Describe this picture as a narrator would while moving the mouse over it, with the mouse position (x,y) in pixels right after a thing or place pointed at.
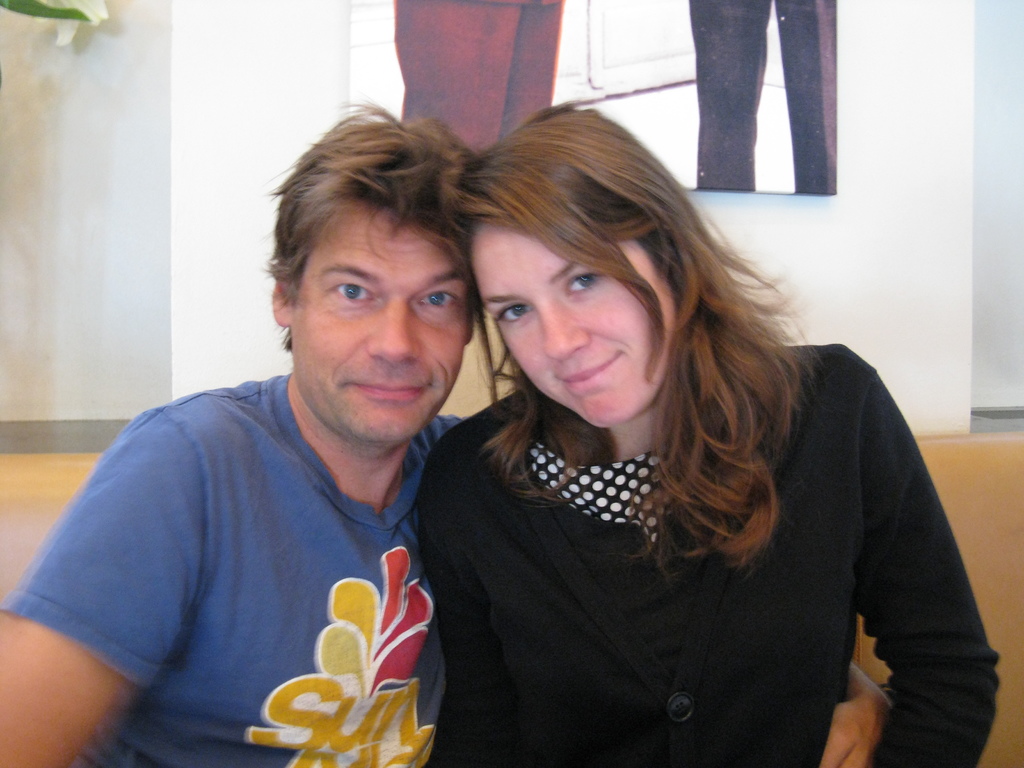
In this image I can see two people (430,610). In the background (164,207), I can see the wall (871,267).
